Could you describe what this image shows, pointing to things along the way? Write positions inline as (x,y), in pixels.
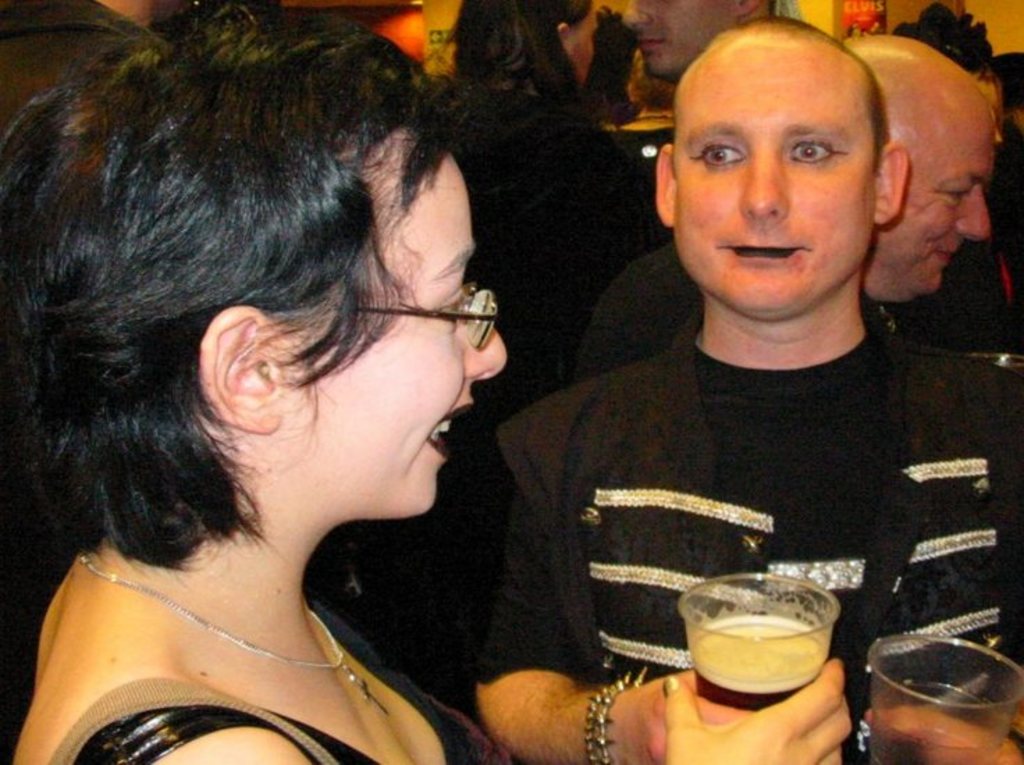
In the left (298,47) a woman (428,265) is holding a plastic cup (812,588) of beer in her hand (789,757) and in the right (803,572) a man (486,720) is standing looking at the camera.
